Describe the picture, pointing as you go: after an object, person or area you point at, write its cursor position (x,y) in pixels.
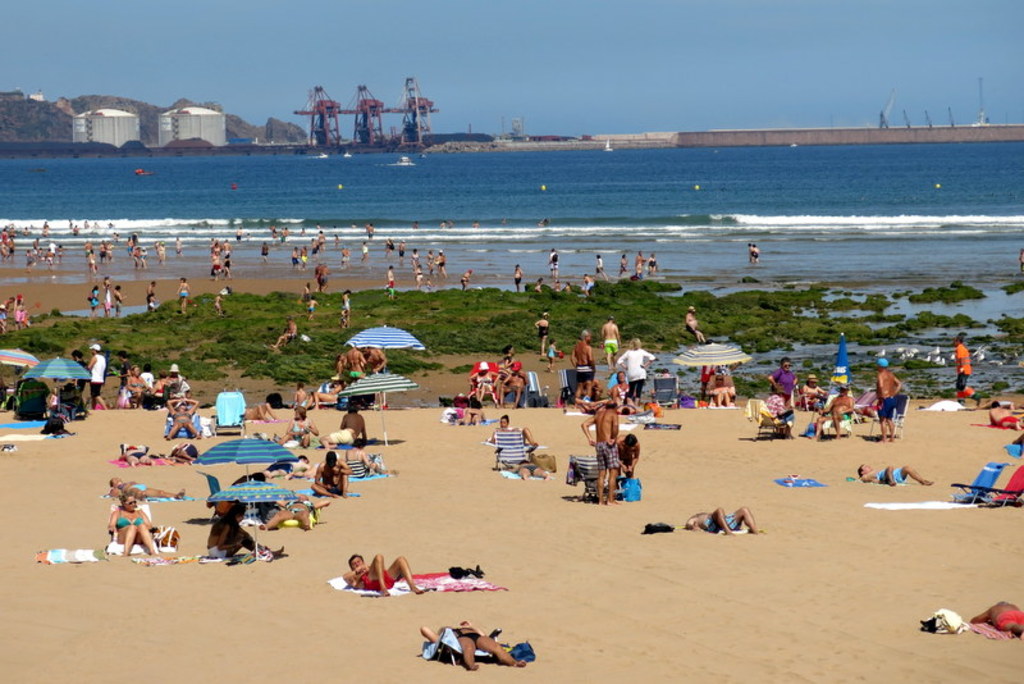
In the foreground of this image (882,403), there are group of persons (134,401) few among them are lying down, few are sitting under the umbrellas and few are standing. In the background (205,126), there are persons (391,266) standing, water (586,226), industry (194,119) and the sky (563,49).
